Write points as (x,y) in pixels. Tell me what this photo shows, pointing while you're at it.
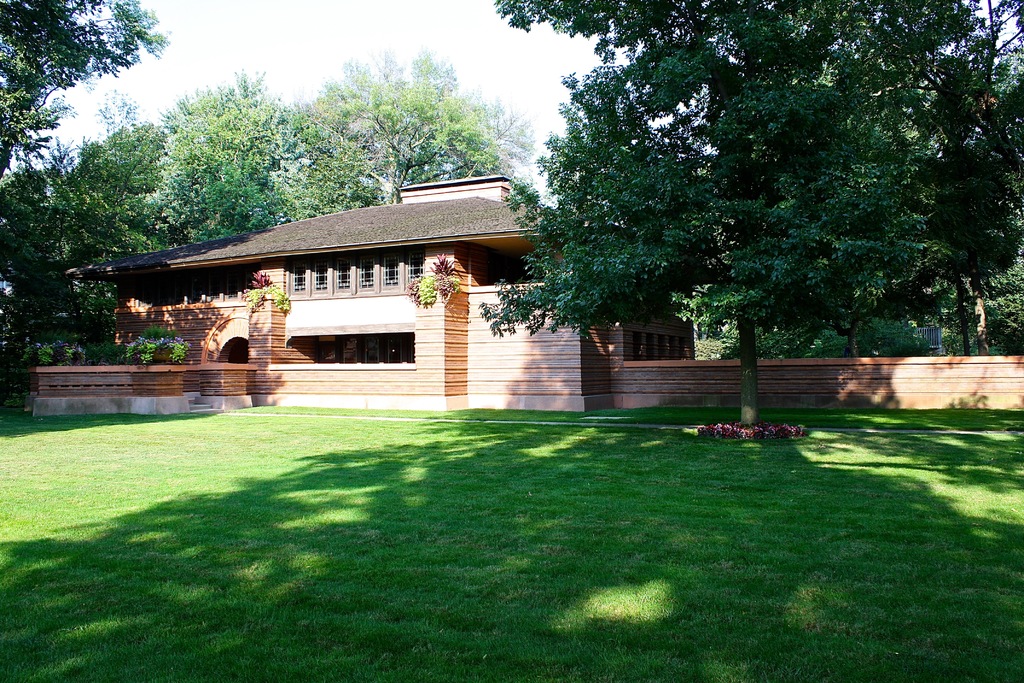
In the image there is a house (340,323) and around the house (150,314) there are many trees (683,269) and there is a garden (273,651) in front of the house (363,227).
